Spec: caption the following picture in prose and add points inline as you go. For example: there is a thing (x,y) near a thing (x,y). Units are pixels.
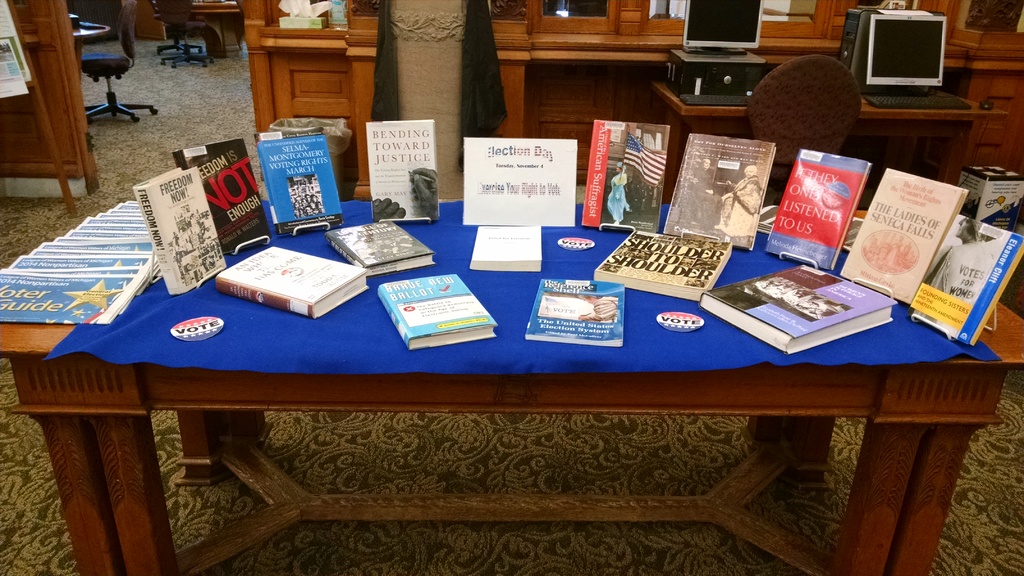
This is the picture of a table (499,403) on which there is a blue mat (698,309) and some books (345,287) on the table (670,373) and behind there are some desk (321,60) on which there are some systems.
